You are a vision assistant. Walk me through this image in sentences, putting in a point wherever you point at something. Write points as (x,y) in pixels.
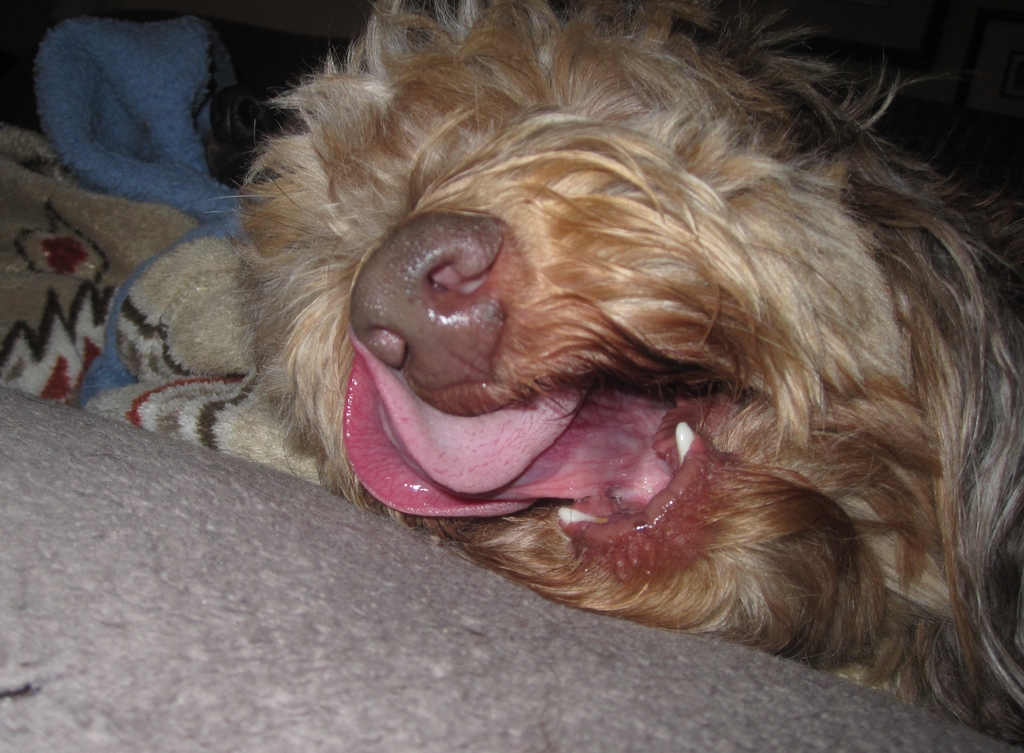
In this image I can see a dog (765,329). On the left side (137,299) there are few clothes (160,286).
